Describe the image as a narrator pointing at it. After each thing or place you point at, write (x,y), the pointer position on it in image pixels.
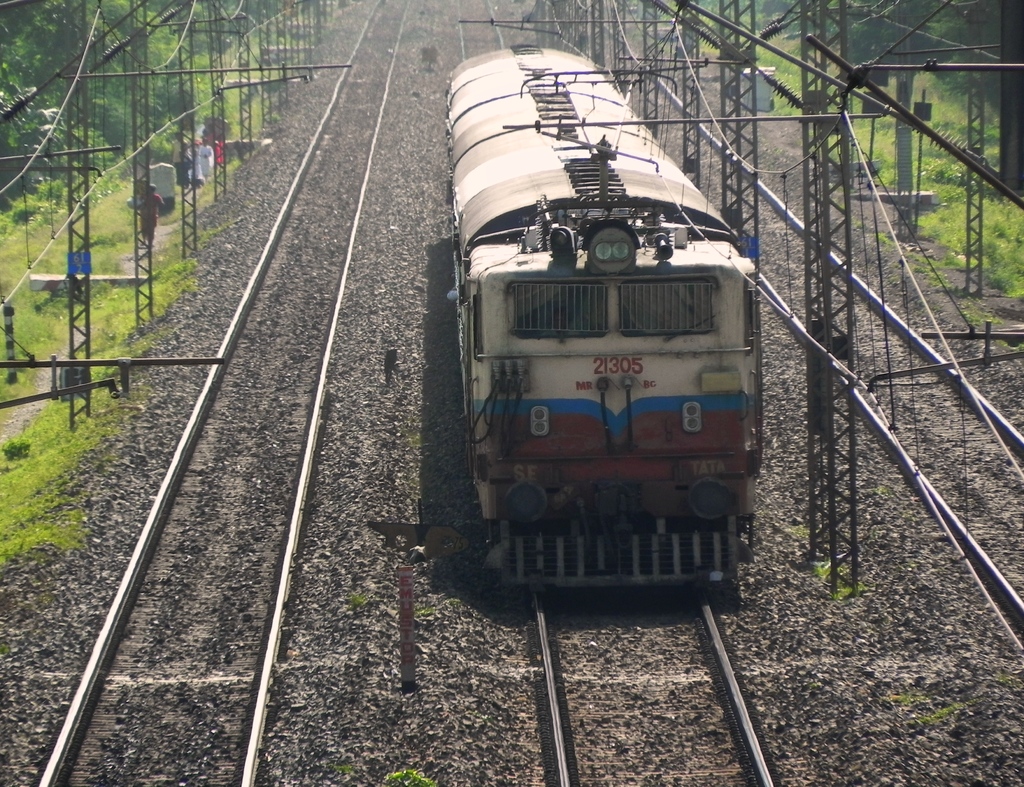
There is a train (593,240) present on a track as we can see in the middle of this image (575,327). We can see poles (86,203) and trees (96,55) in the background (39,80).
